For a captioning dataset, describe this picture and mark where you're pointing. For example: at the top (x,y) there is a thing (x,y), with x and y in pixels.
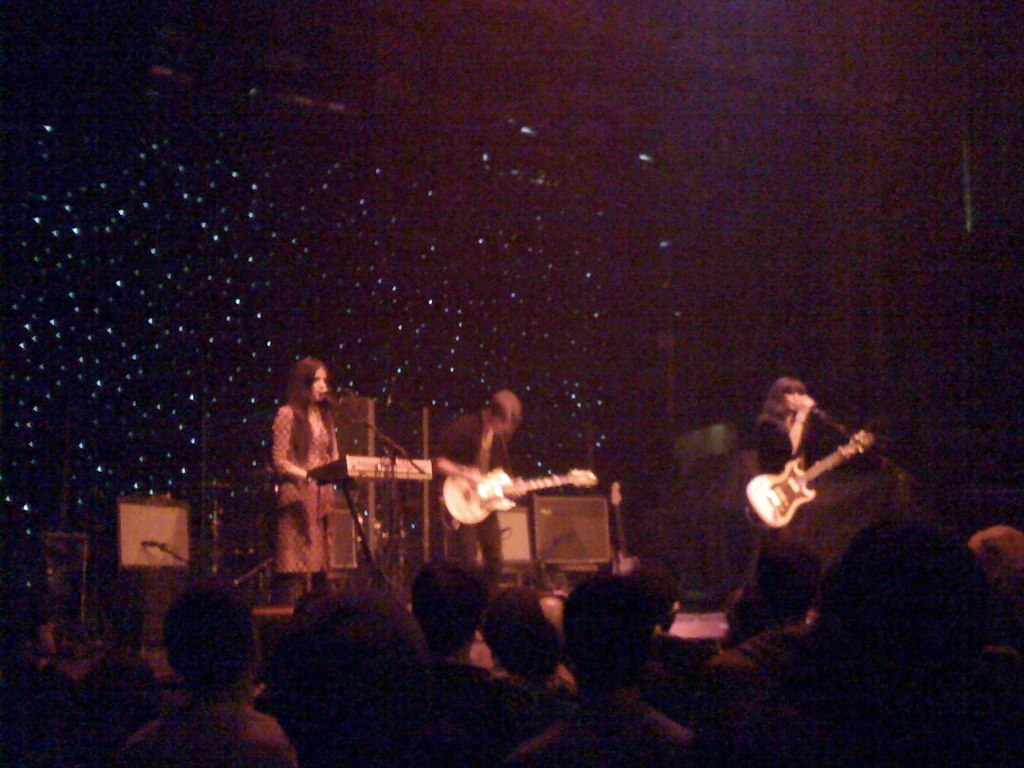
A girl (313,437) is playing keyboard (360,456) and singing. In front of her there is a mic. Two persons (501,448) are holding guitar (476,492) playing. In the front (447,665) there are some persons (623,637). In the background (219,303) it is looking black.
